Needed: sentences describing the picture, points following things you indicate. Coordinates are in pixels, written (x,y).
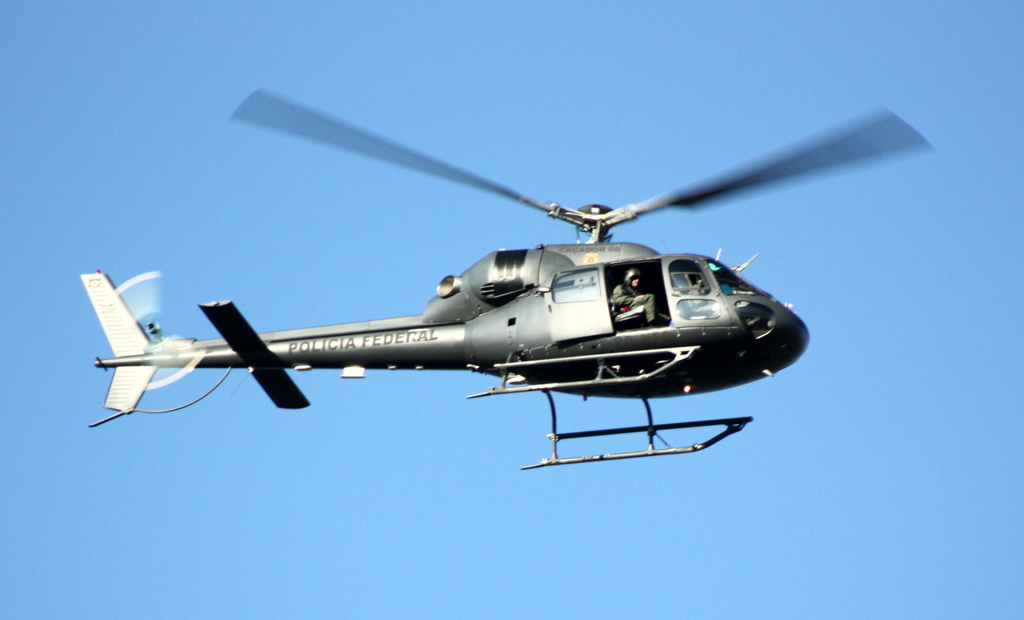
In the middle of the image (523,271) we can see a helicopter (569,213) in the air (474,403) and a person (633,296) is seated in it.
